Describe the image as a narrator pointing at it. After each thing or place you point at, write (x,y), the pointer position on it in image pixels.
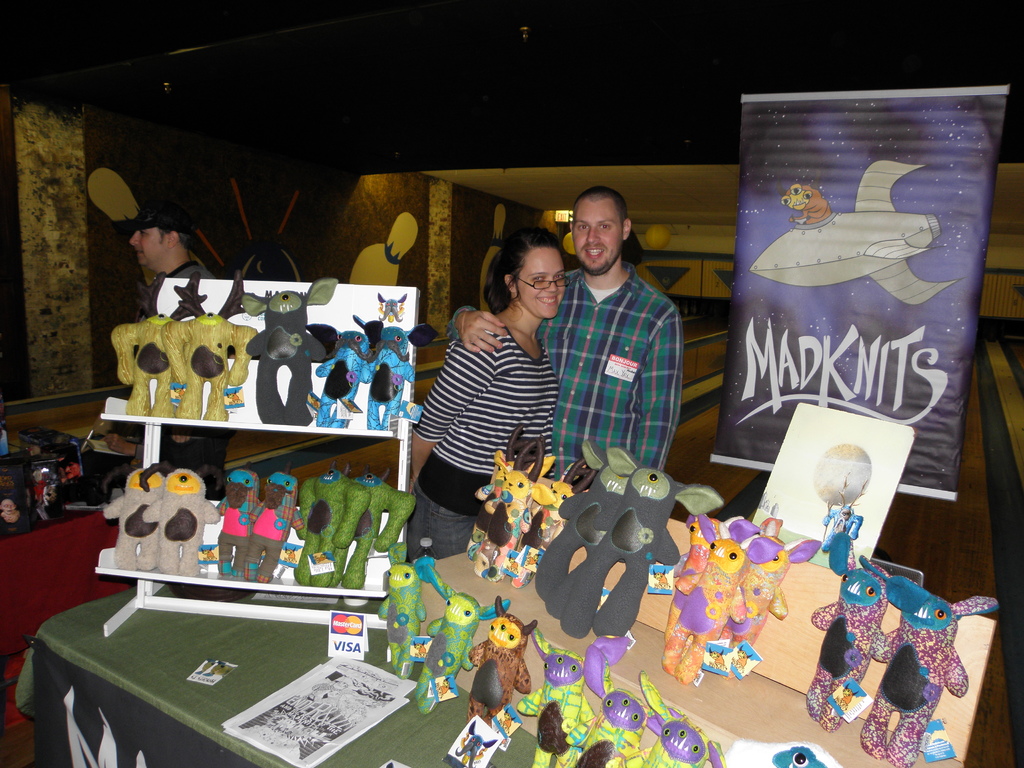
In this image there are three persons (507,394). In front (318,581) on the table (213,630) there are toys (581,610).
